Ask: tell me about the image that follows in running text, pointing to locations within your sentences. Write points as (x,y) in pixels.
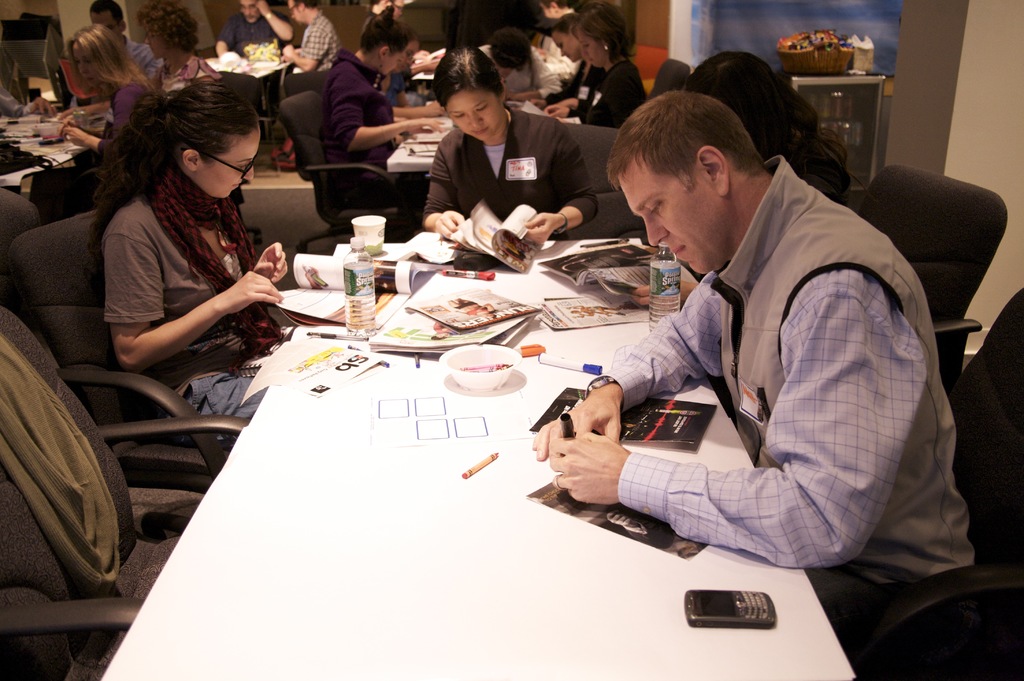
In this image I see lot of people (713,502) sitting on the chairs (970,480) and they are in front of the tables (157,661), I also see that there are number of things (25,124) on the tables (530,565). In the background (33,5) I see the wall (901,27).
